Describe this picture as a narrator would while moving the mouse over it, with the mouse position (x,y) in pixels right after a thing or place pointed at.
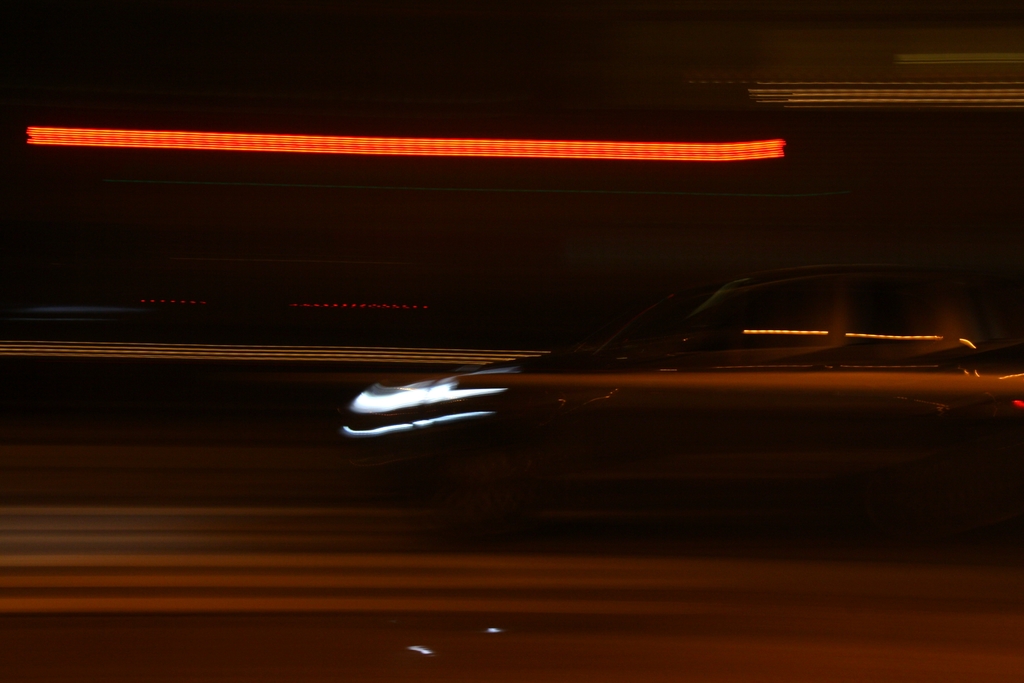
In this image I can see there is a car (491,404) on a road (141,637) with dark background (342,251).
